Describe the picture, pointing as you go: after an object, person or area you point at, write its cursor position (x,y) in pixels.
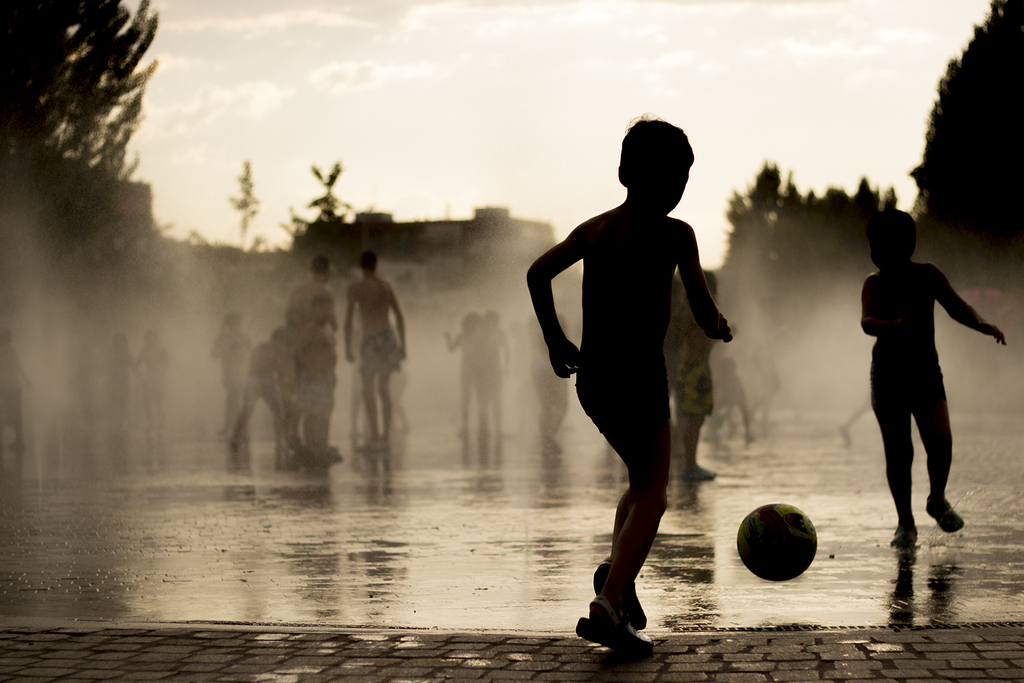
This is a colour picture, in this image we can see a few people (600,414) on the ground (411,455), among them some are playing with a ball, there are some buildings (431,249) and trees (327,169).
